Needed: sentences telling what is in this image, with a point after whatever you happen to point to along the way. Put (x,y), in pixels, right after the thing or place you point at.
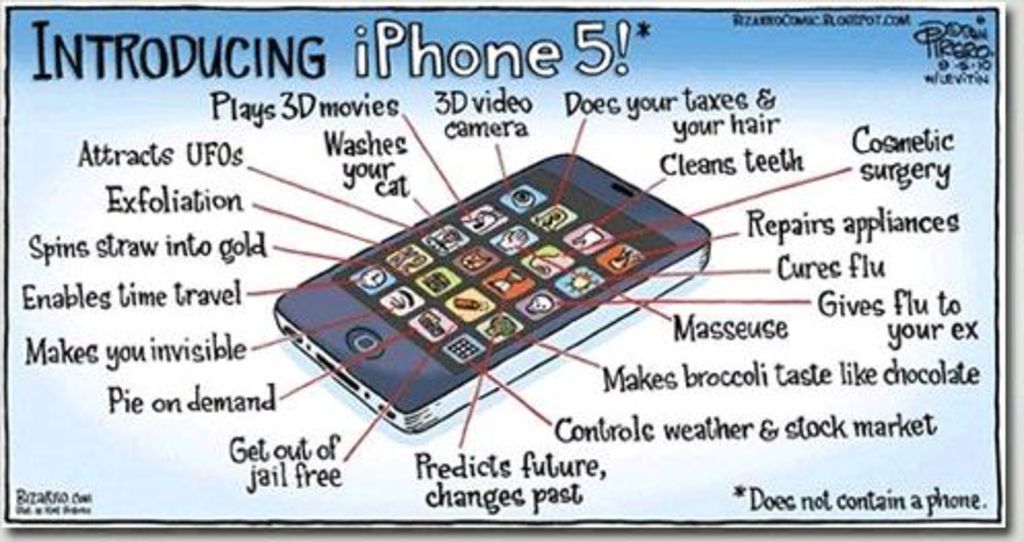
In this image we can see a poster (455,189) on which we can see a mobile phone (541,302) and some text (191,404).
